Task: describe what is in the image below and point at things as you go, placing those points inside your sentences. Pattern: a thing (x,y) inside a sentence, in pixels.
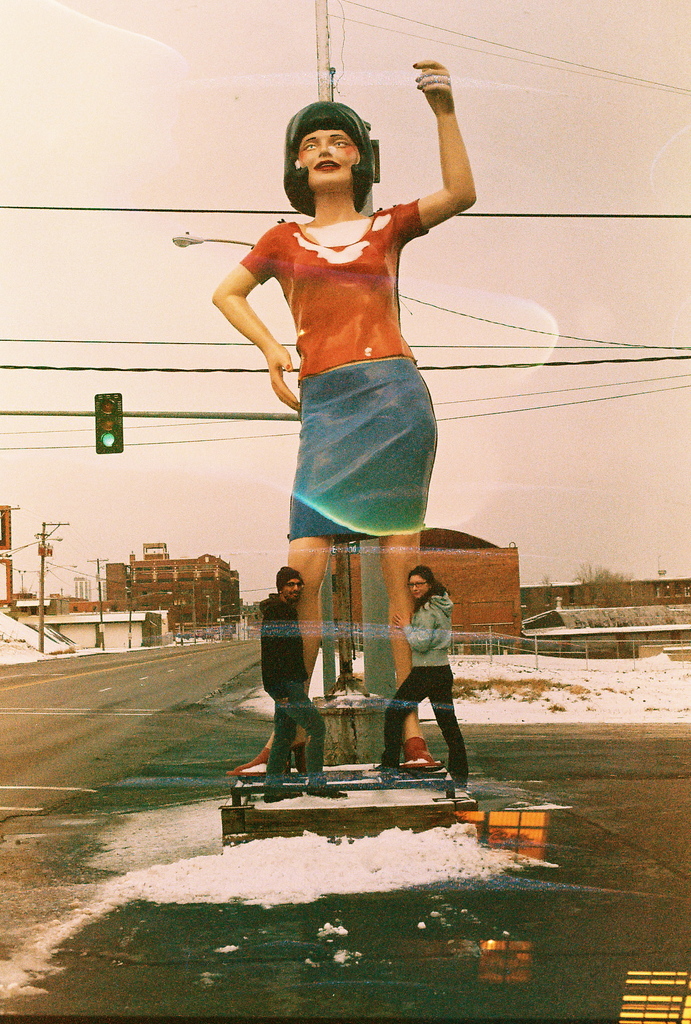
Here in this picture in the middle (315,419) we can see a statue (337,190) present on the road (163,752) and beside that on either side we can see a man (281,763) and a woman (431,600) standing and posing and we can see snow (406,832) present on the ground (515,766) over there and behind that we can see poles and light posts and traffic signal lights (117,427) present and we can also see wires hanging and we can also see buildings (469,566) present and we can also see electric poles (42,598) present and we can see the sky (162,382) is cloudy.
